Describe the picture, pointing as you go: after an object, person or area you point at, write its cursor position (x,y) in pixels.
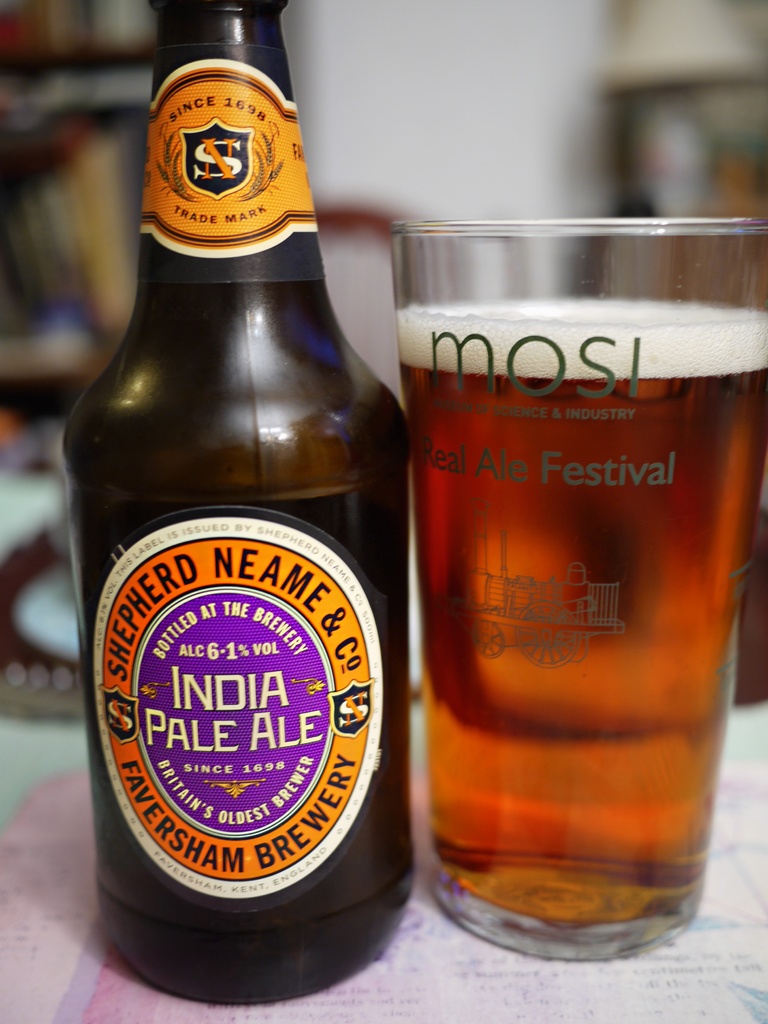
In this image I can see there is a beer bottle (161,361) and a beer glass (631,634) placed on a surface (358,997) and the background of the image (64,111) is blurred.
